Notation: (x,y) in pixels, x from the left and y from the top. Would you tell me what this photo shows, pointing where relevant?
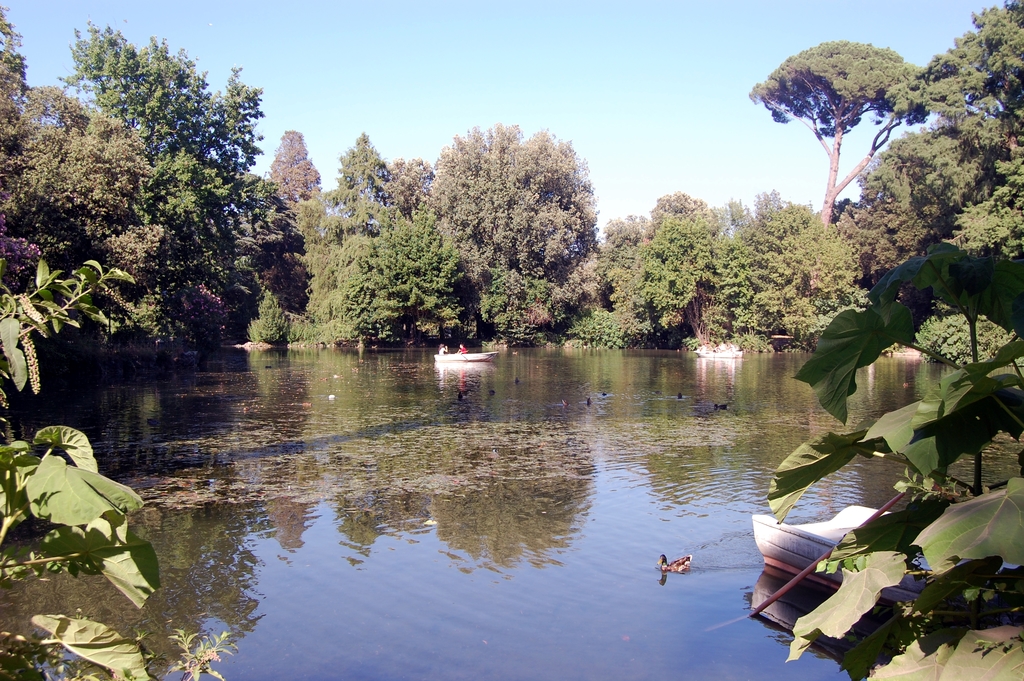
In the center of the image (461,362) we can see two people (465,347) are sitting on a boat (474,356). In the background of the image (511,349) we can see the trees (744,293), boats (712,352), ducks (672,564), water (600,474). At the top of the image (485,88) we can see the sky (356,39).
